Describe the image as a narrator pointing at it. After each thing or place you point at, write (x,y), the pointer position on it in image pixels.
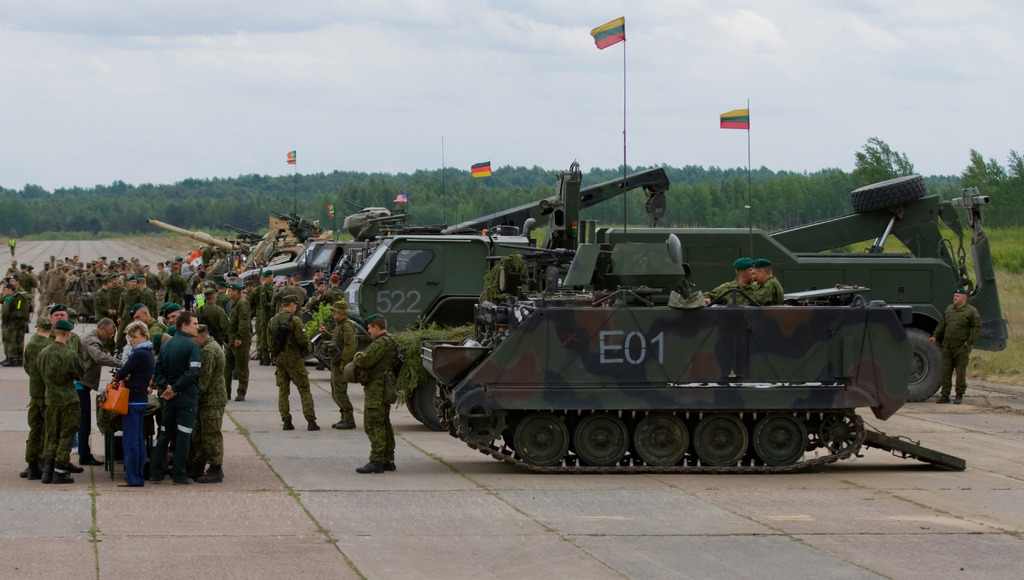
In this image there are some persons (269,362) standing on the left side of this image (204,350) and there are some machinery (487,306) on the right side of this image (737,375). There are some trees (212,209) in the background (775,222). There is one person (966,323) standing on the right side of this image (950,336) and there are two persons (775,302) sitting in to this vehicle (735,315). There is a sky (431,74) on the top of this image (491,54).
